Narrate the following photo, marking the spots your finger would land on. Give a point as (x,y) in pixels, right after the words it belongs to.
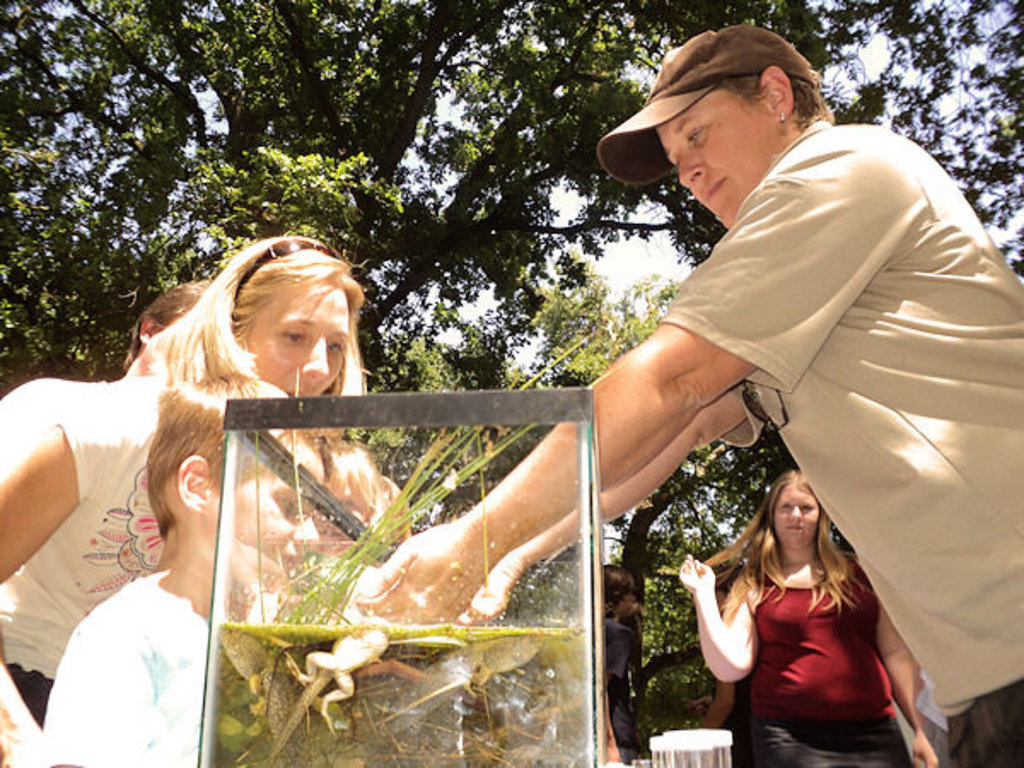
Here people (895,282) are standing, there is frog (369,653) in the water (448,705), these are trees (505,198).
